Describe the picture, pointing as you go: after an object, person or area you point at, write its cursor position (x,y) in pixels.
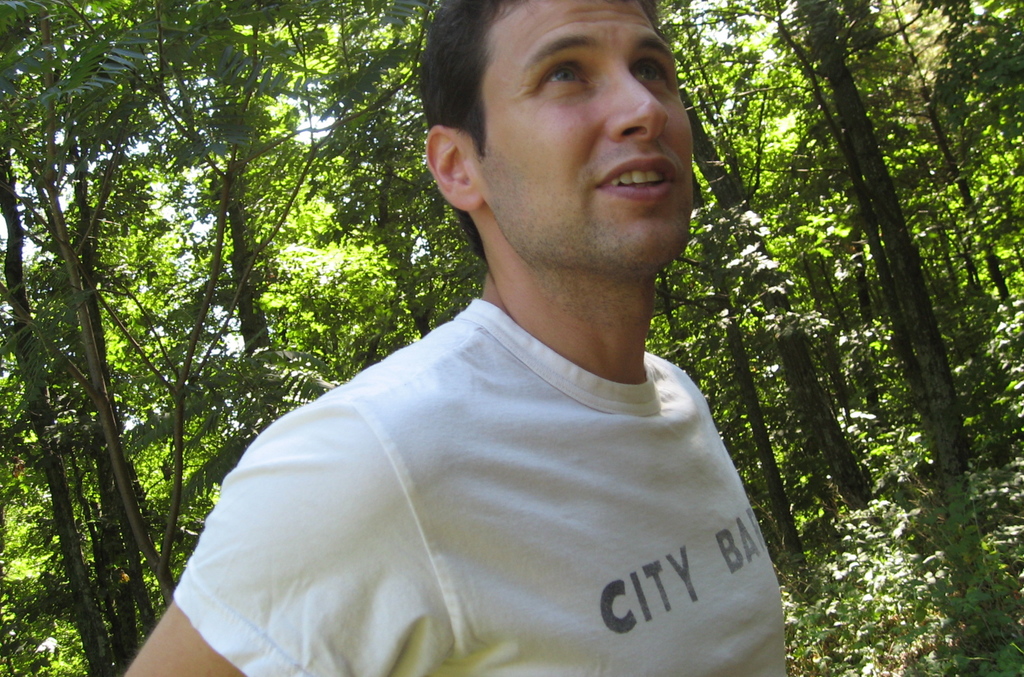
In this image we can see a man (525,559) is standing, he is wearing the white t-shirt (462,569), at back (171,474) here are the trees (278,176).
